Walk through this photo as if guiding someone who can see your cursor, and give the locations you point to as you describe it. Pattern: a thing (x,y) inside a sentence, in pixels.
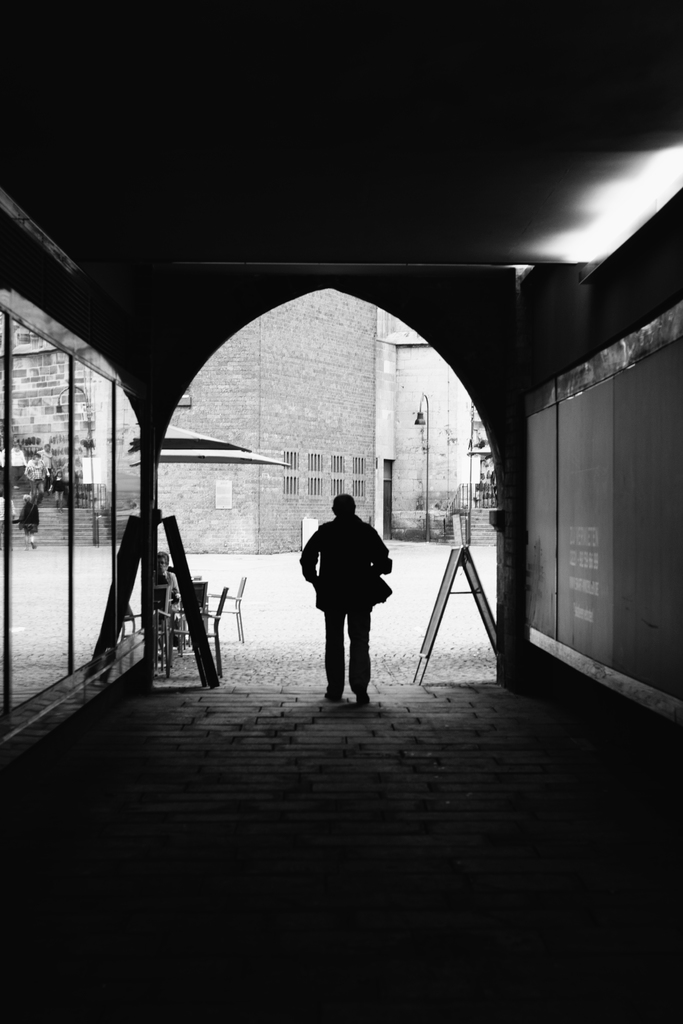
In this picture we can see a person (332,586) standing on the ground (370,716) and in the background (298,541) we can see a building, persons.
